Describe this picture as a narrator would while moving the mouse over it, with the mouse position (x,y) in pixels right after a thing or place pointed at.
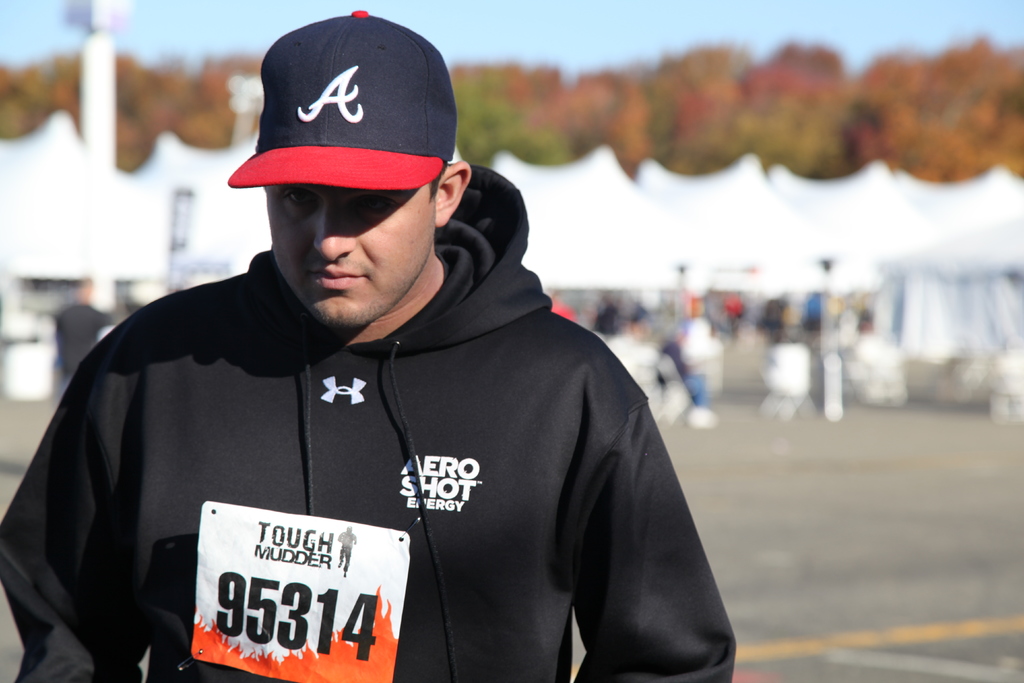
In this picture there is a person (466,479) wearing black hoodie (382,449) and there are trees (654,121) and some other objects (678,236) in the background (681,274).
